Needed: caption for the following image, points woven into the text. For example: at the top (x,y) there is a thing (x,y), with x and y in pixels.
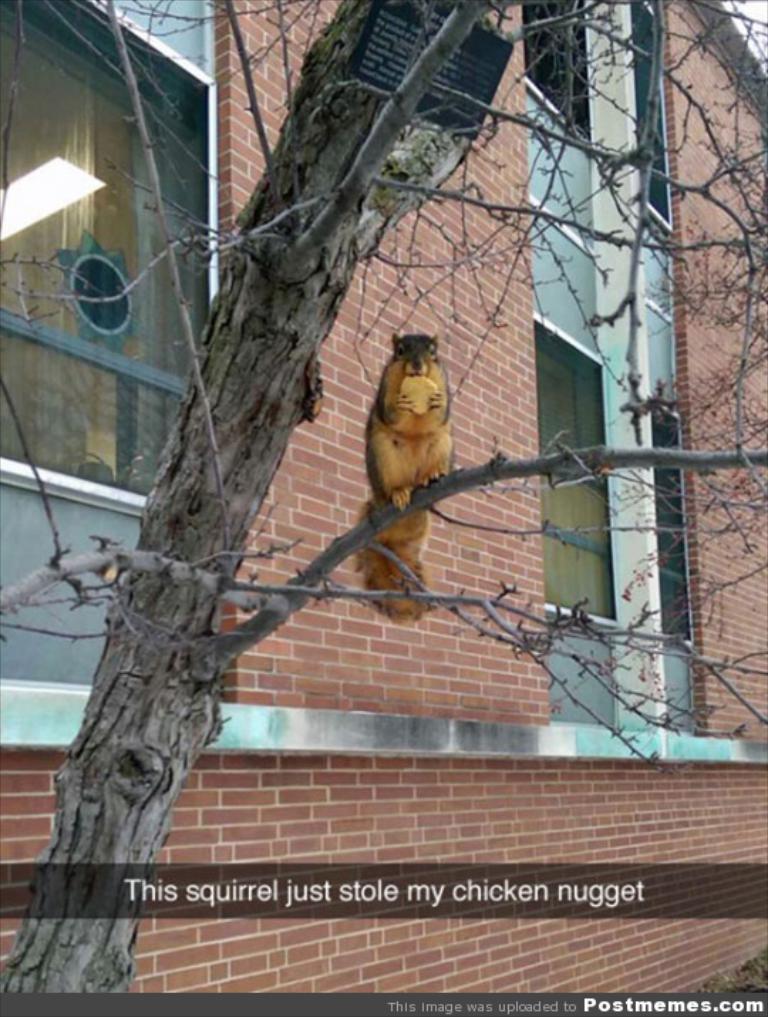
Here we can see a animal (415,542) sitting on stem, background (449,679) we can see wall (356,644) and windows (143,308). Bottom of the image (392,884) we can see watermark (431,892).
